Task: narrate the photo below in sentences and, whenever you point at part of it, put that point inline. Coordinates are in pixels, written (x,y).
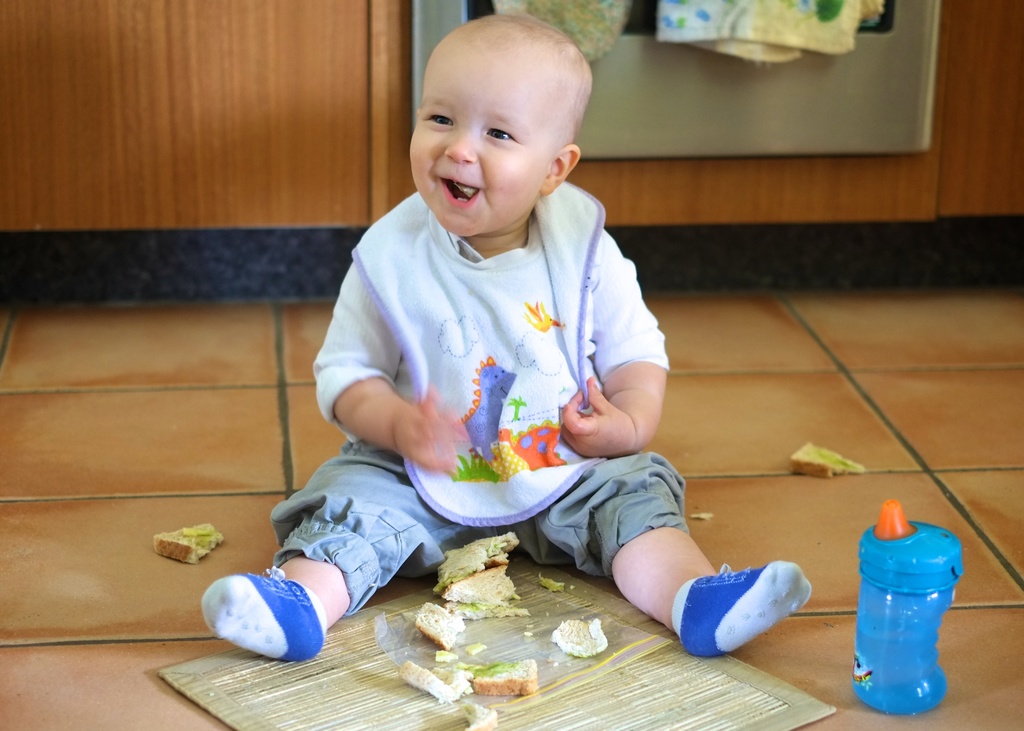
In this image, There is a floor (14,542) which is in orange color, In the middle (455,408) there is a kid (458,371) sitting and he is eating something, In the right side (901,615) there is a blue color bottle (911,602), In the background (932,177) there is a brown color wall (292,132) and in the middle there is a white color object (747,107).
